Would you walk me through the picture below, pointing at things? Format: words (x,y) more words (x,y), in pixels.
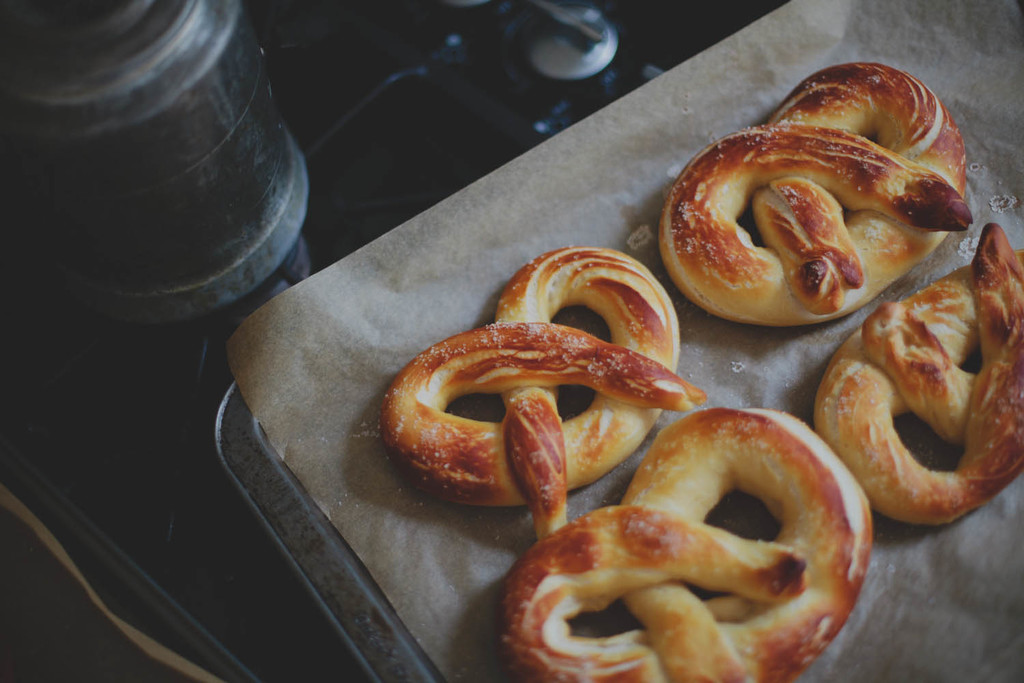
In this image we can see pretzels (701,474).
